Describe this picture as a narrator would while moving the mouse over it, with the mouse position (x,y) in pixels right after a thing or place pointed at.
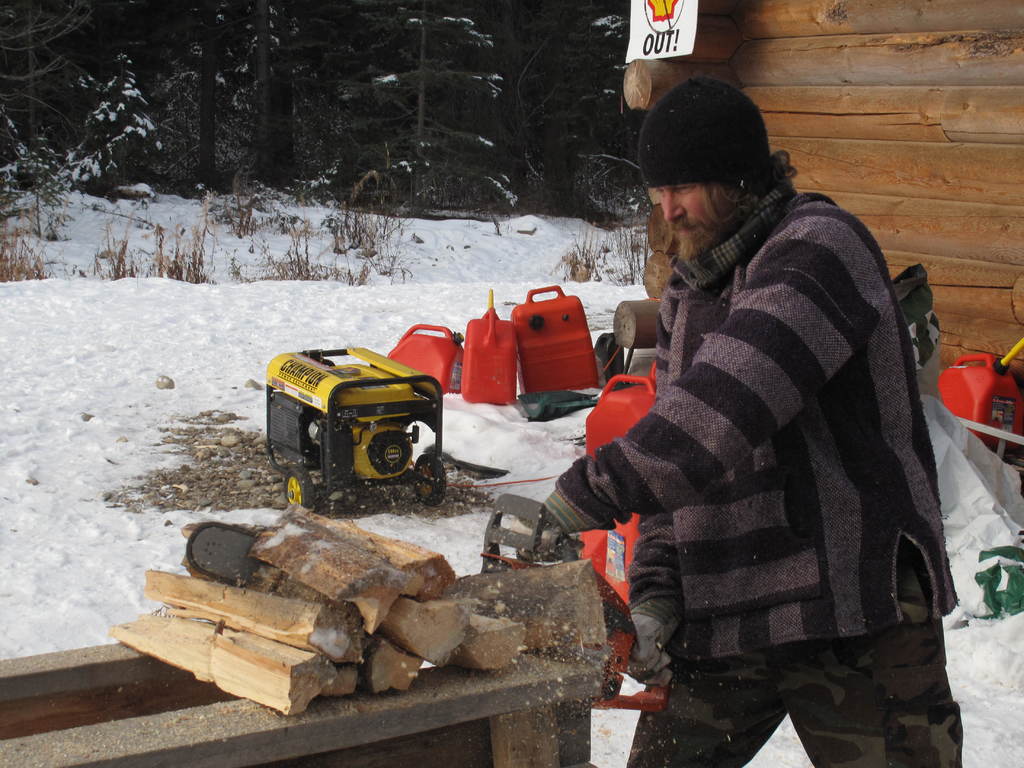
There is a man (851,426) cutting wood (429,692). This is snow (96,376) and there is a machine (360,440). In the background (650,25) we can see trees (471,157), board (628,47), bottles (441,343), and a wooden wall (857,202).
